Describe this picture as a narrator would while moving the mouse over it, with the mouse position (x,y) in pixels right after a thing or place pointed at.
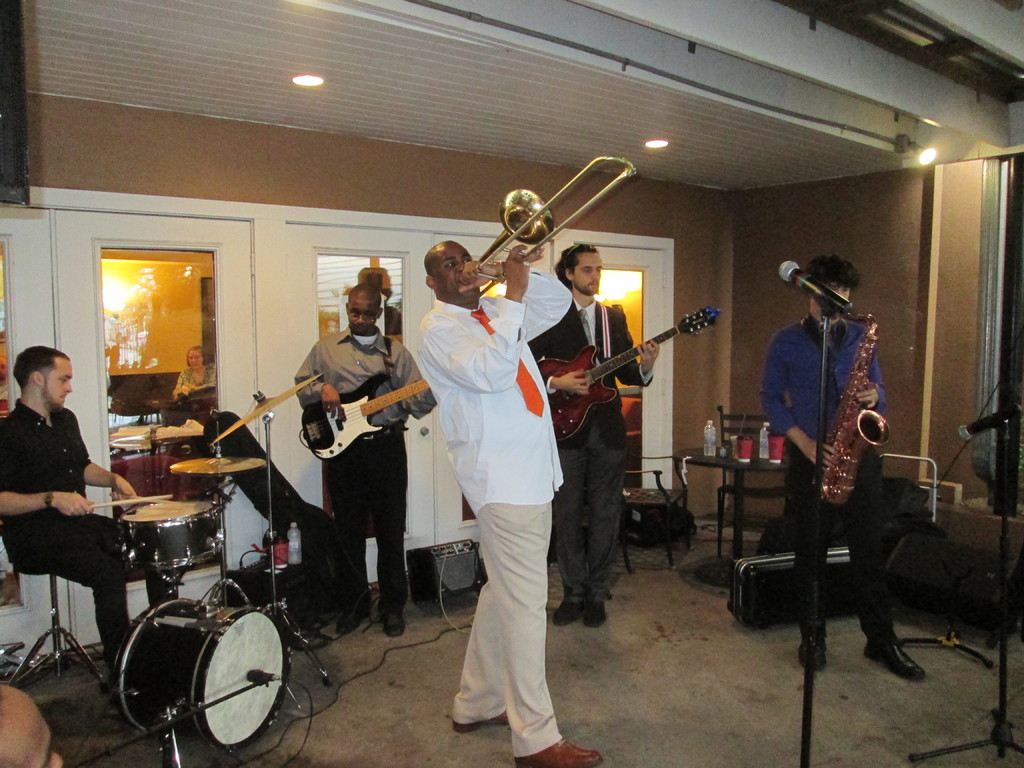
In this picture we can see a group of people (524,655) on the ground (555,669), here we can see musical instruments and in the background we can see the wall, lights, bottles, table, doors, chairs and some objects (1005,662).
